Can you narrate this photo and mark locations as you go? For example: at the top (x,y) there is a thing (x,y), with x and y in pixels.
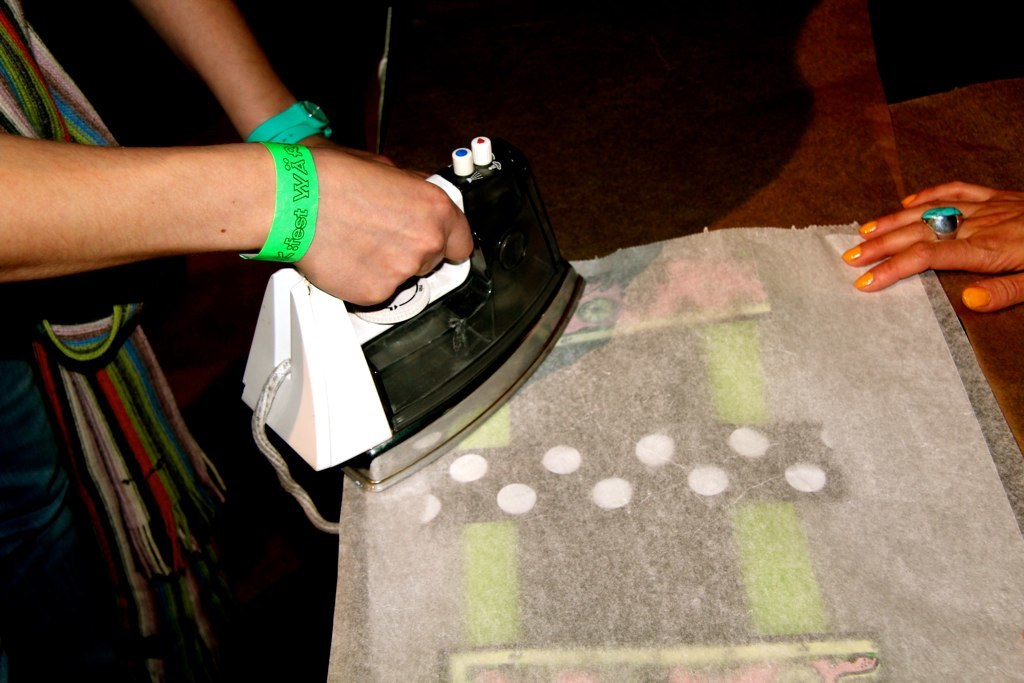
In the image we can see a person (98,261) standing, wearing clothes (106,307), bracelets (299,135) and the person (285,149) is holding iron (374,366) in hand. On the opposite side, we can even see human fingers (950,246) wearing a finger ring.
